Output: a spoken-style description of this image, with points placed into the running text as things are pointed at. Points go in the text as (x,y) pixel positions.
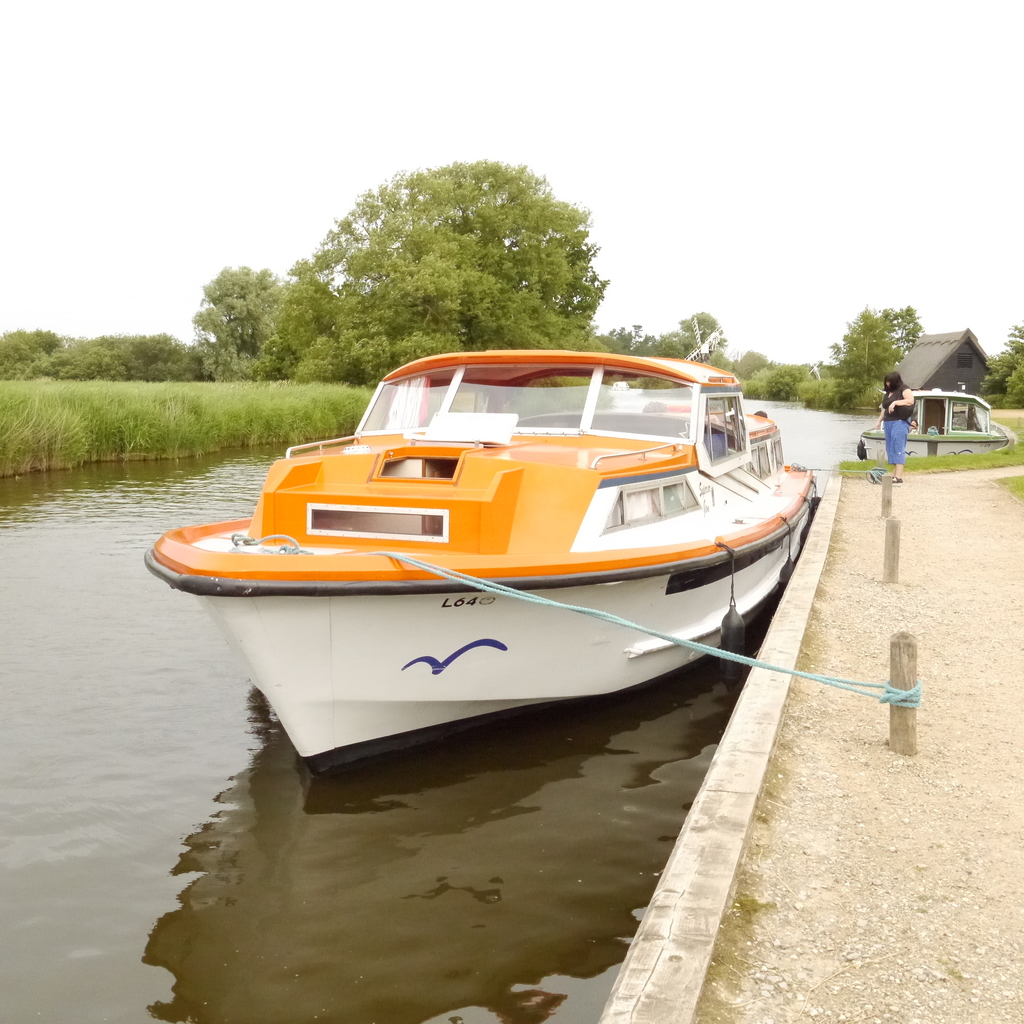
In this image, I can see the boats (697,515) on the water (508,743). I can see the trees (311,376) and the grass (148,431). These look like the wooden poles (897,573). I can see a rope (889,698), which is tied to a pole (893,638). Here is a woman (898,450) standing. This looks like a house (960,364). I think this is the pathway (957,701).
